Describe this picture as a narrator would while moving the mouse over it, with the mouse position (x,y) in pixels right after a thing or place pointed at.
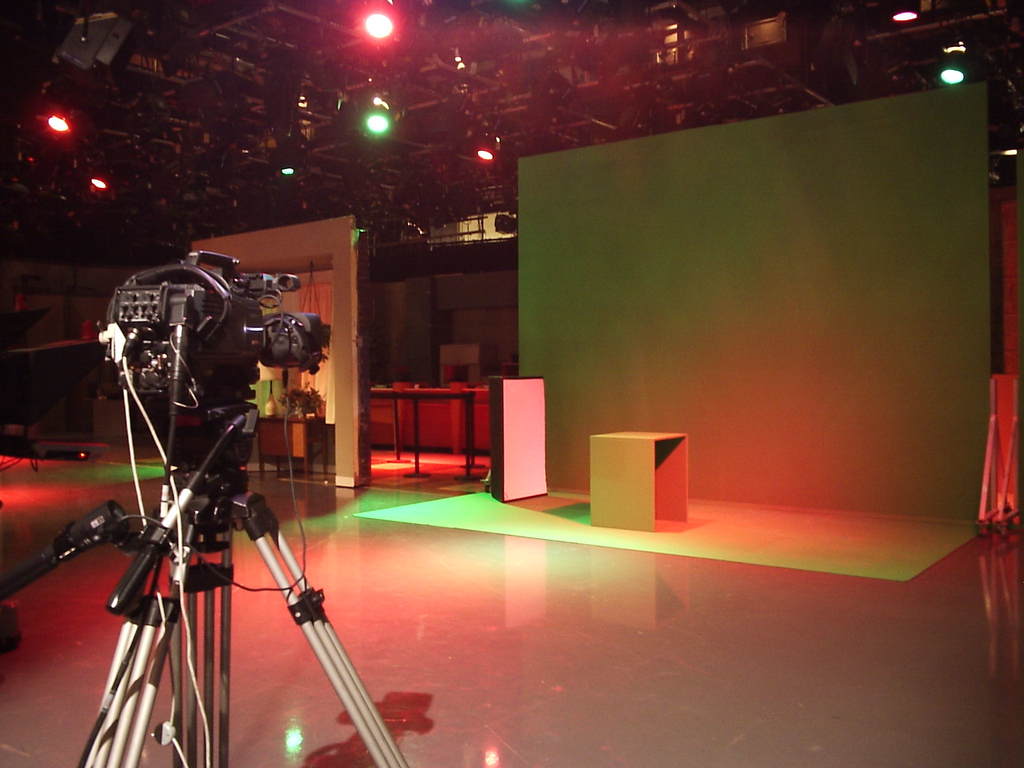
In this picture we can see a tripod (172,616) and a camera (225,372) here, there are some lights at the top of the picture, we can see green color background (701,299) here, there is a table (475,390) here.
